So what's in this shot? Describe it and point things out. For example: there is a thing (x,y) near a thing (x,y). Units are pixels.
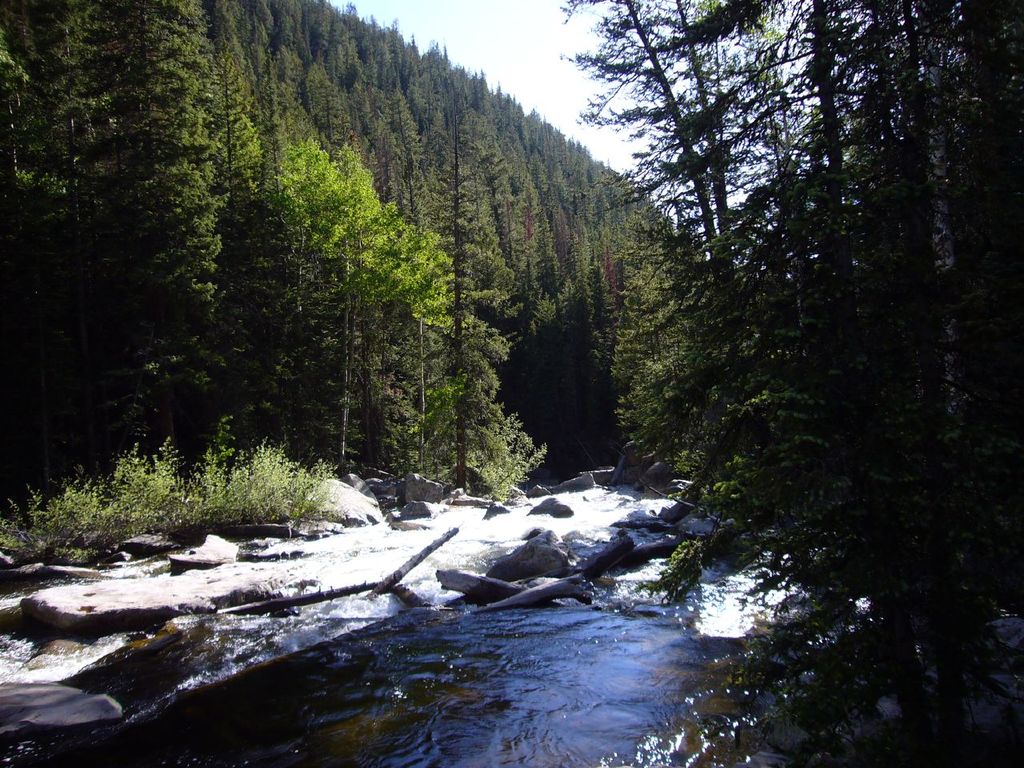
In the picture I can see trees (299,430), water (454,651) and some other things (488,575). In the background (522,68) I can see the sky (522,68).
